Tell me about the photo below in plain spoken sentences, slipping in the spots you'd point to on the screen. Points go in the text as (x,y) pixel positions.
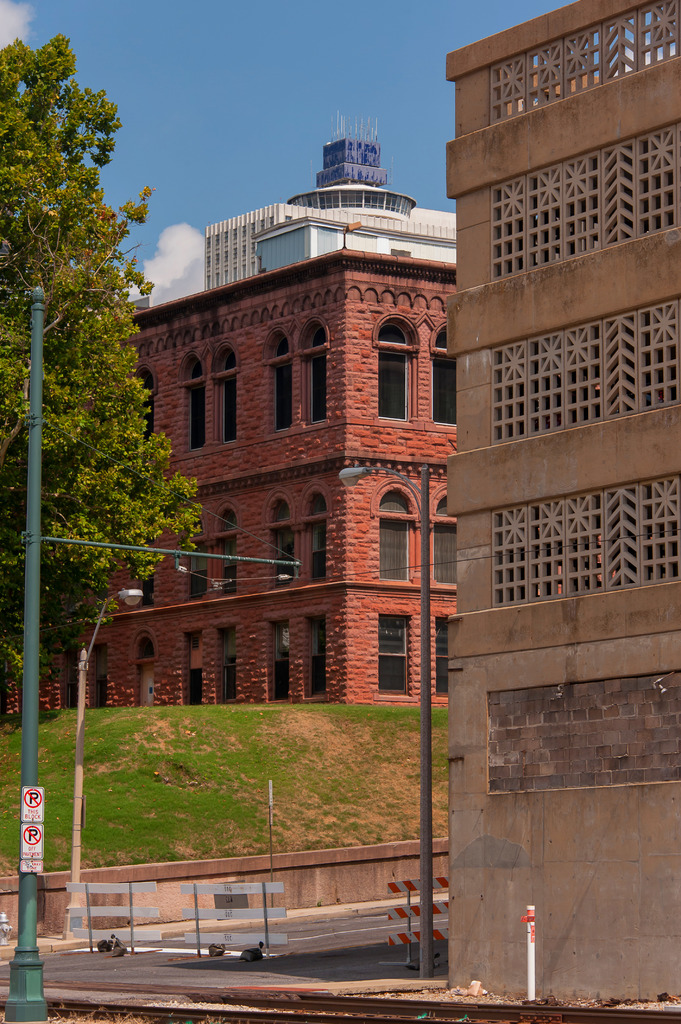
Here we can see buildings (565,527), poles (426,767), and trees (23,563). This is a road (357,962) and there are boards (23,844). This is grass (167,791). In the background (255,129) there is sky (245,131).
